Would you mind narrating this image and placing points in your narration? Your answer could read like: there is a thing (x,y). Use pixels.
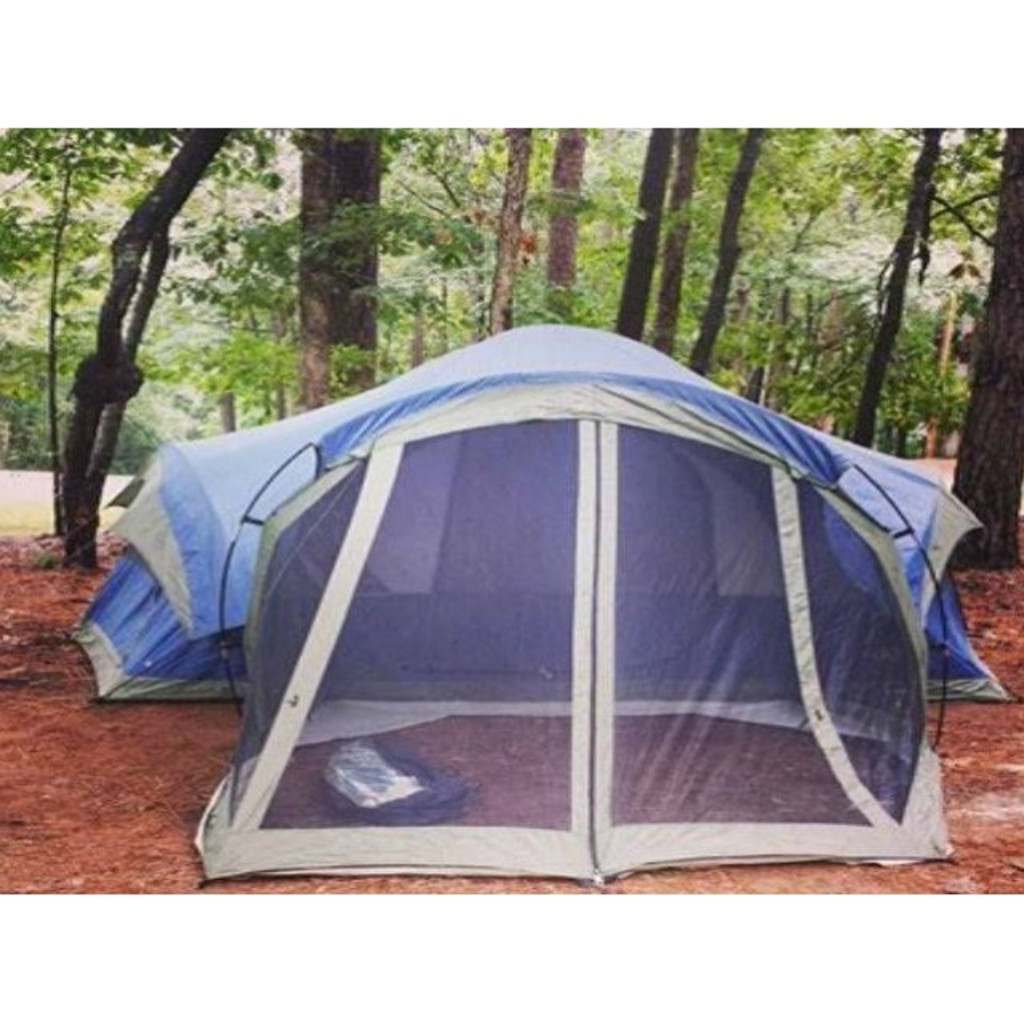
In this image we can see tents (415,522), there is a backpack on the ground (732,734), also we can see the trees (270,214).
